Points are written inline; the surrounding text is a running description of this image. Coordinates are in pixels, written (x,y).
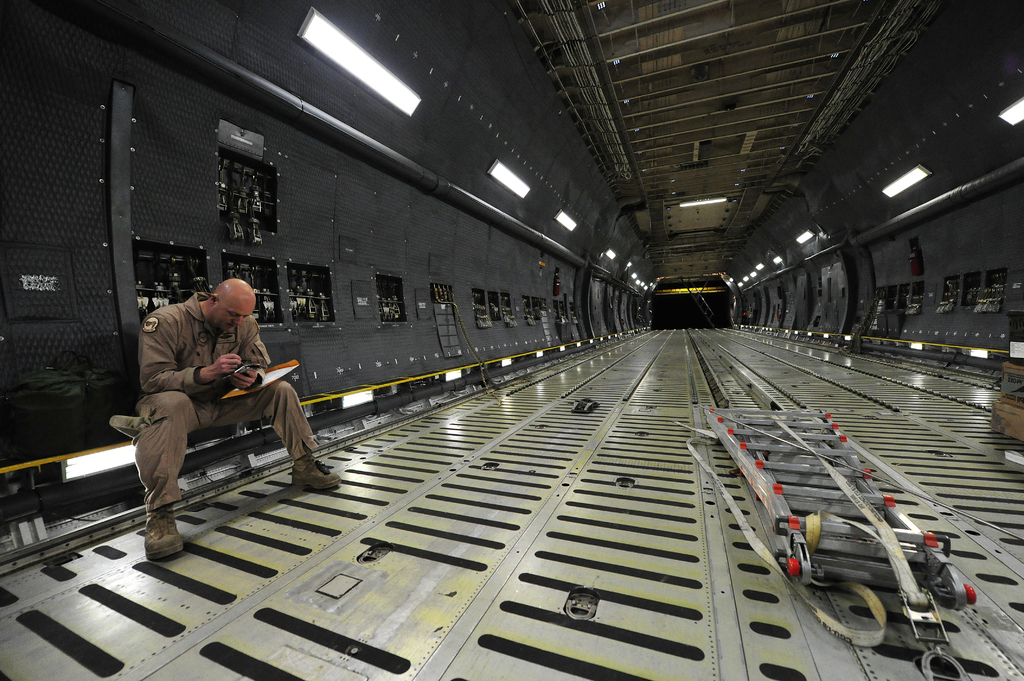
In this picture I can see a man (237,417) seated and I can see a file (269,374) and a mobile (255,370) in his hand (232,359) and looks like a inner view of a cargo plane (662,451) and I can see lights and a ladder (887,570).
